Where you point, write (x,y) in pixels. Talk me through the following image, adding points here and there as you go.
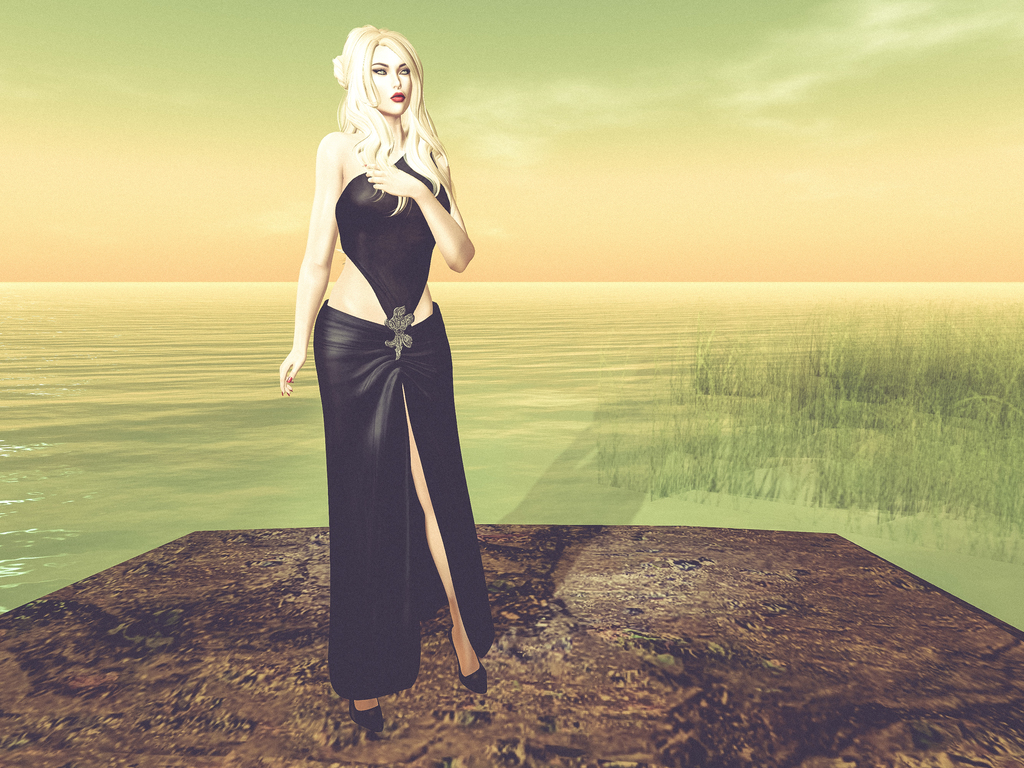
This is a painting, in the middle (360,285) there is a woman (378,367) in black dress (378,581) standing and behind its a river (545,443) and above its sky (189,137).
